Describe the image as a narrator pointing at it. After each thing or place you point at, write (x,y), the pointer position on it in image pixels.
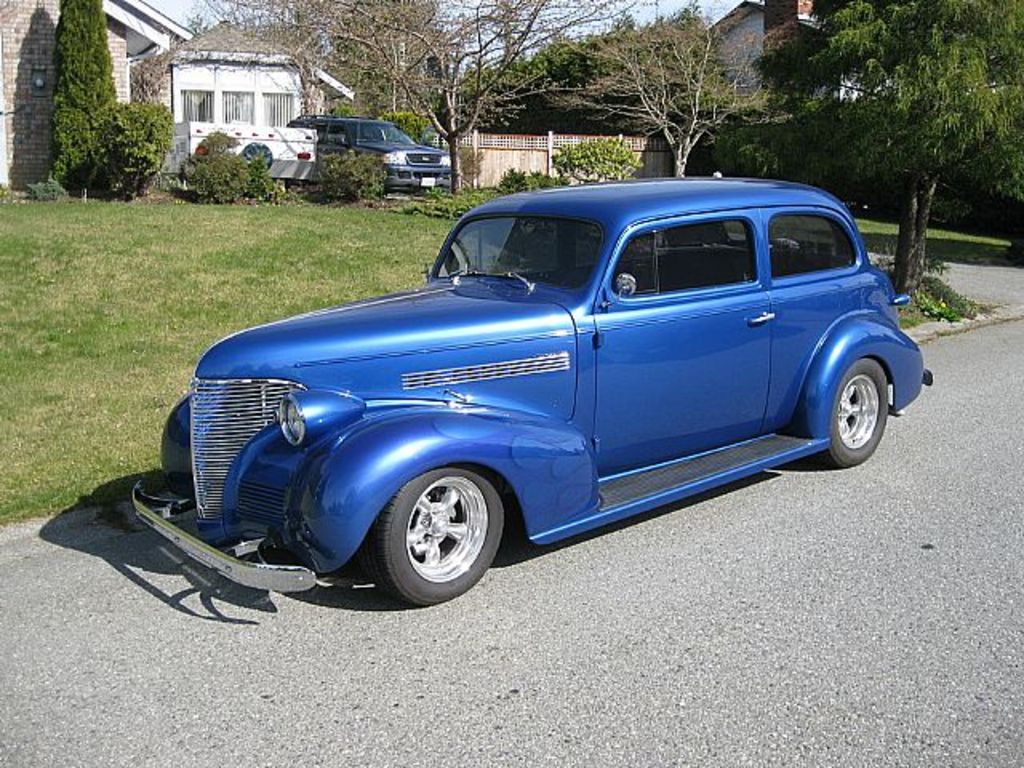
In this image I can see a road (621,639) in the front (770,604) and on it I can see a blue colour car (663,383). In the background (155,259) I can see an open grass ground (22,287), number of trees (759,163), number of plants (63,117), few buildings (47,28), one more car (440,172) and on the top side of the image (182,17) I can see the sky (669,16).
